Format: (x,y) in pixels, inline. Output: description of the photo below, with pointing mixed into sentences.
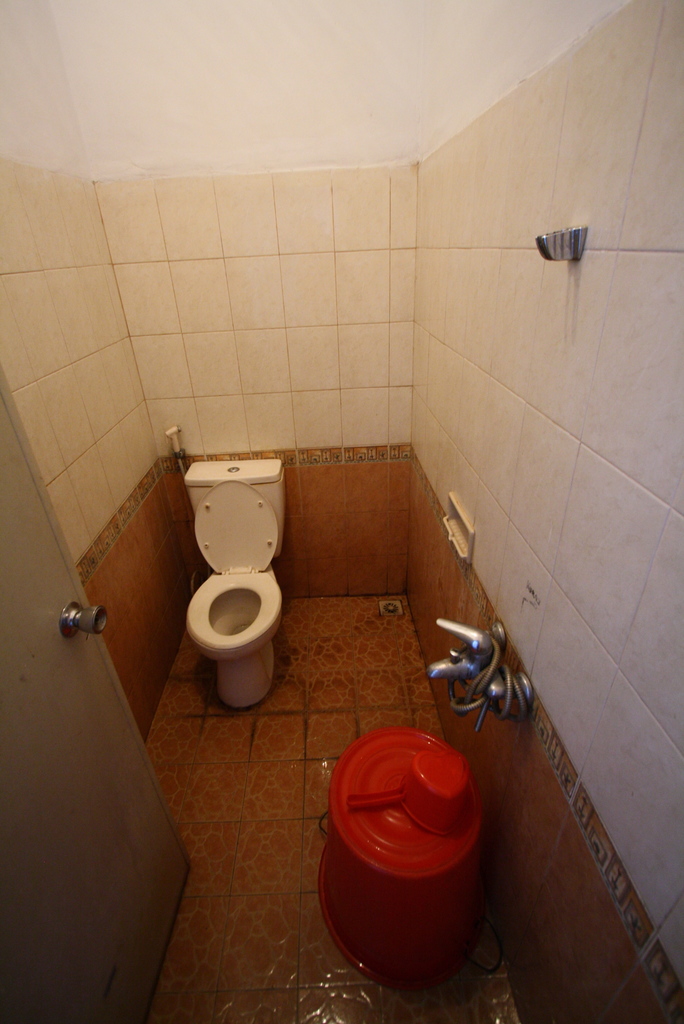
This image is taken in the bathroom (339,378) and here we can see a bucket (453,921), mug (426,777), tap (466,666), a pipe (491,663) and there is toilet (210,545), a door (20,586) and there is a wall (418,271). At the bottom (210,903), there is a floor (201,927).
